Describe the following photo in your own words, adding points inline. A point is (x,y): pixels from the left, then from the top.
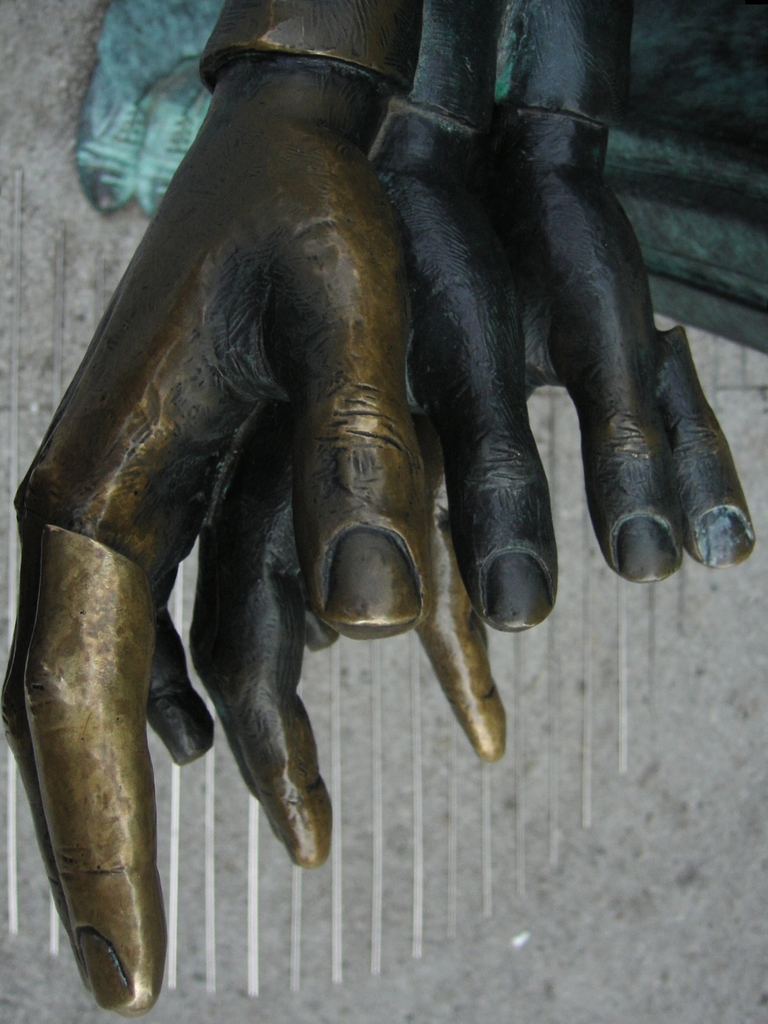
In this picture we can see sculpture (27,711).
